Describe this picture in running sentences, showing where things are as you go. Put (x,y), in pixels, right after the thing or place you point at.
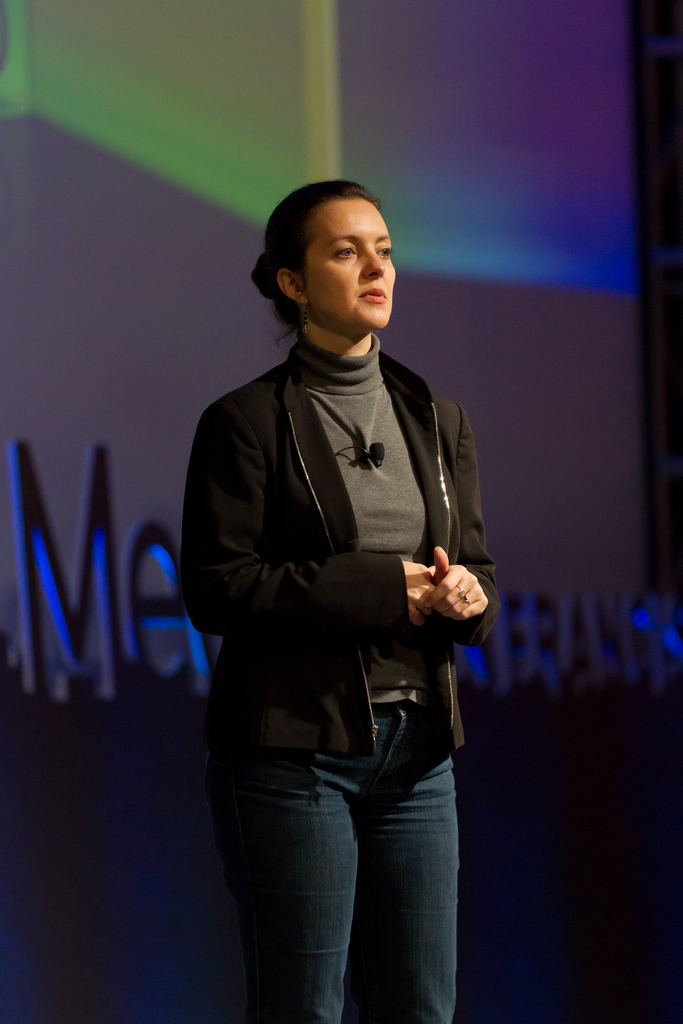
This image consists of a woman (347,708) wearing black jacket (347,708). And there is a mic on her shirt (374,426). In the background (149,374), there is a wall (371,65).
